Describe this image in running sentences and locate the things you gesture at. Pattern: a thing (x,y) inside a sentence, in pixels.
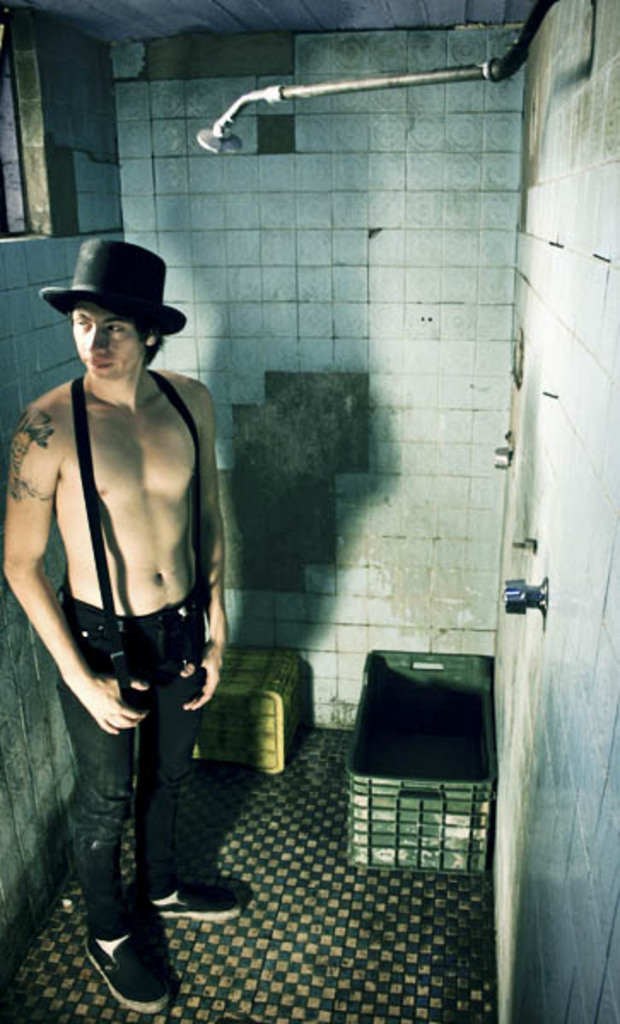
In this image we can see a man (189,613) is standing on the floor (260,973), here is the container (423,749), here is the wall (376,623), here is the roof (88,16).
